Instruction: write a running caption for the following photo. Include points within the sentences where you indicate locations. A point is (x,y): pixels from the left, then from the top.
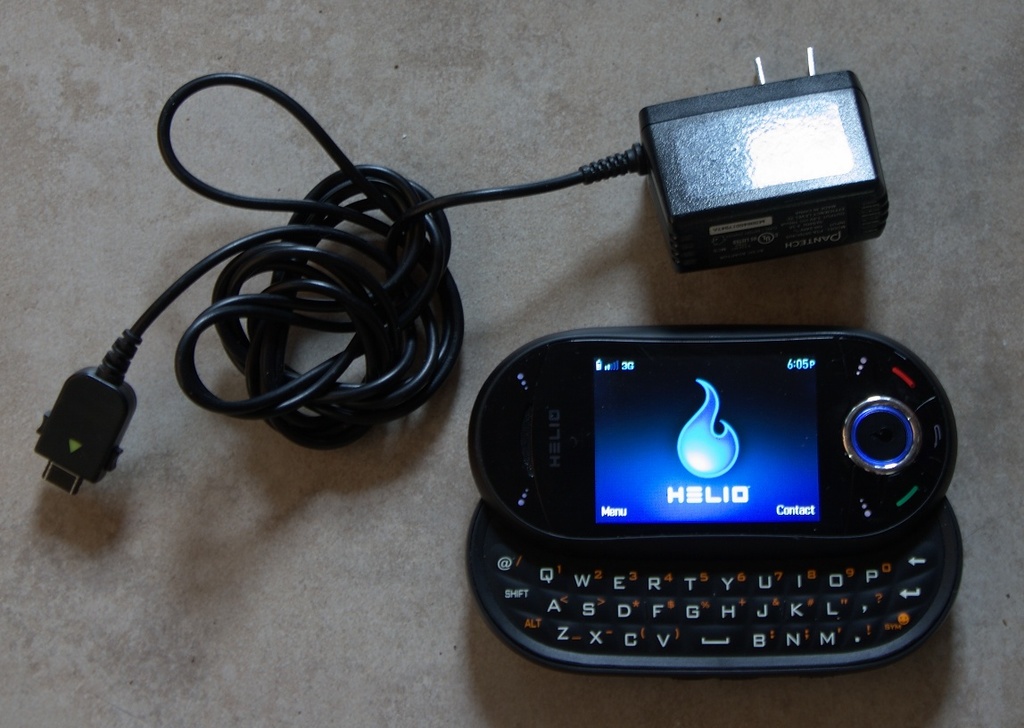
In this image we can see a mobile phone (696,424) and charger (272,342).
